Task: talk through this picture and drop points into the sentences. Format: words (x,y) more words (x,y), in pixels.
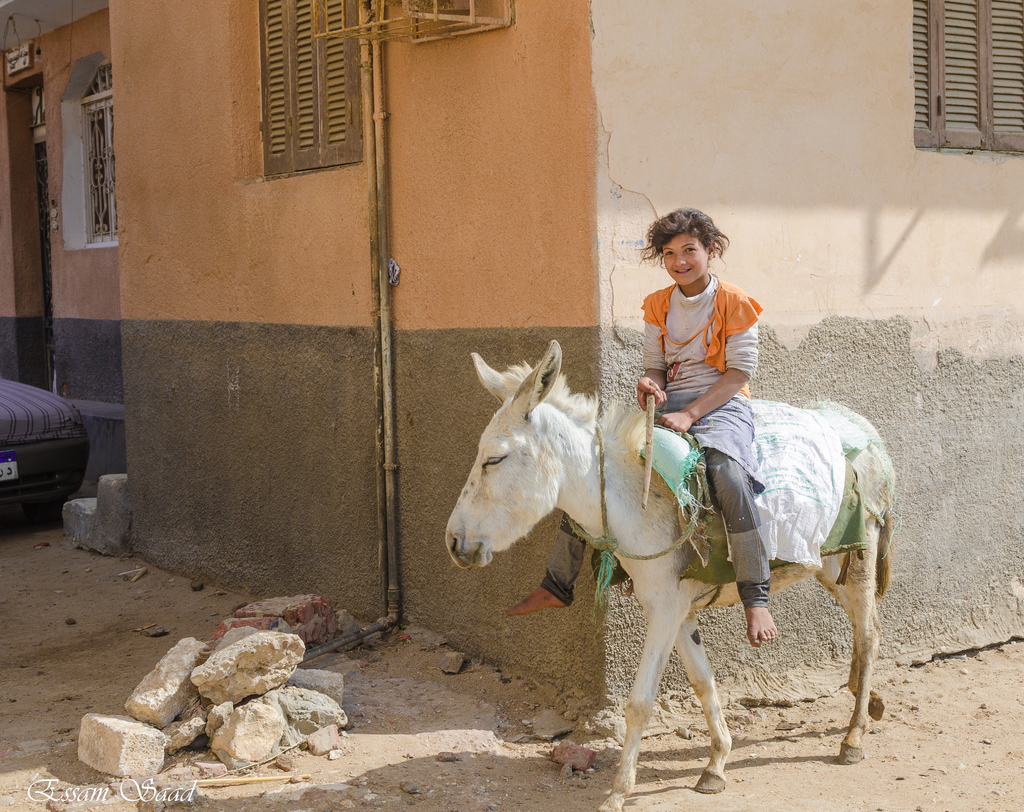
In this picture we can see a person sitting on a donkey (551,461). There are stones (310,707) and a vehicle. In the background (310,351) we can see windows (981,58) and wall (789,247).
